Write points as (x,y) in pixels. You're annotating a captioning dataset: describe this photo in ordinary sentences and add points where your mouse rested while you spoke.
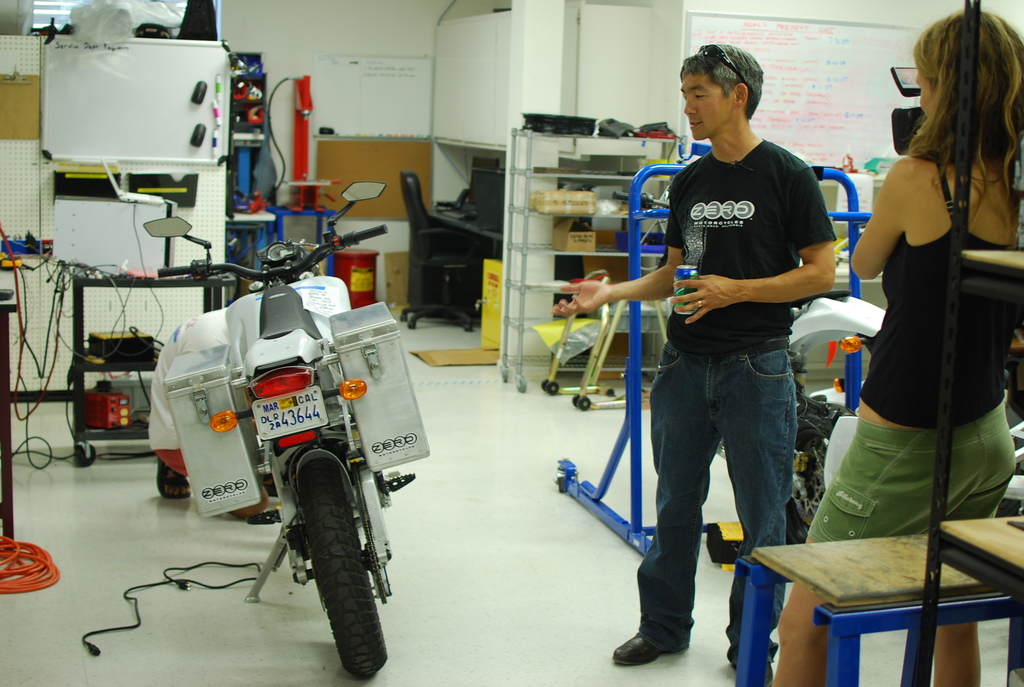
On the left side (322,304), there is a bike (312,394), black color cable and orange color cable (20,560) on the white color floor (140,531). On the right side (1005,189), there is a woman (864,478) and a man (742,118) on the floor (722,638). In the background (282,112), there are some objects (549,121) on the shelves (525,170), a white color board (119,108) and there is a wall (265,19).
